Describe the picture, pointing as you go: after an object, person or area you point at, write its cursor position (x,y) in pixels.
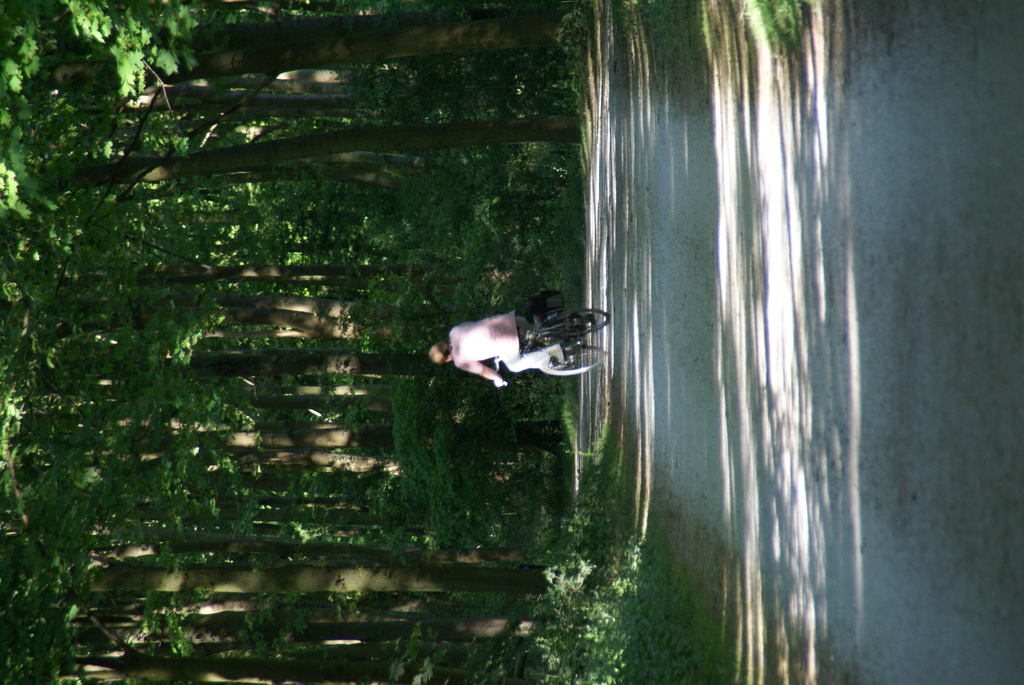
In this picture I can see a person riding a bicycle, and in the background (453,204) there are trees (287,134).
